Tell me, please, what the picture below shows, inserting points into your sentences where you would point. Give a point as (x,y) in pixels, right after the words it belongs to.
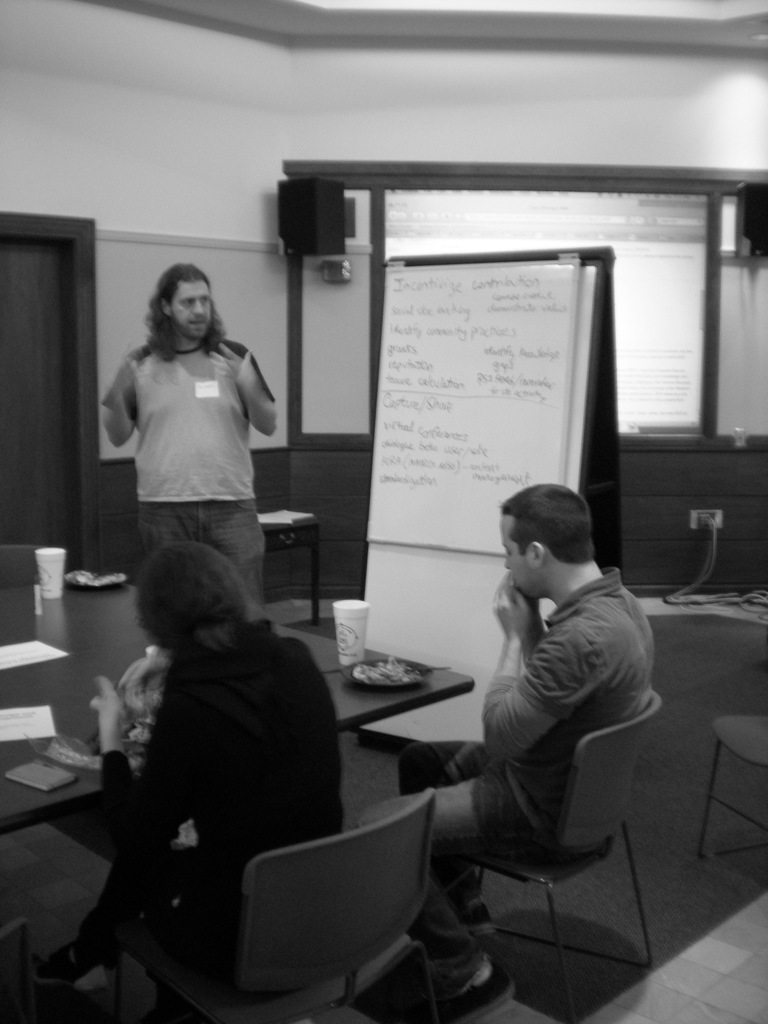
In this image i can see sitting on a chair (345,847), there are two glasses (345,653), a plate (398,688) on a table (388,702), there is a man (245,371) standing beside a man (185,368) there is a board (383,367). At the background (263,219) i can see a wall (266,160) and a door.
